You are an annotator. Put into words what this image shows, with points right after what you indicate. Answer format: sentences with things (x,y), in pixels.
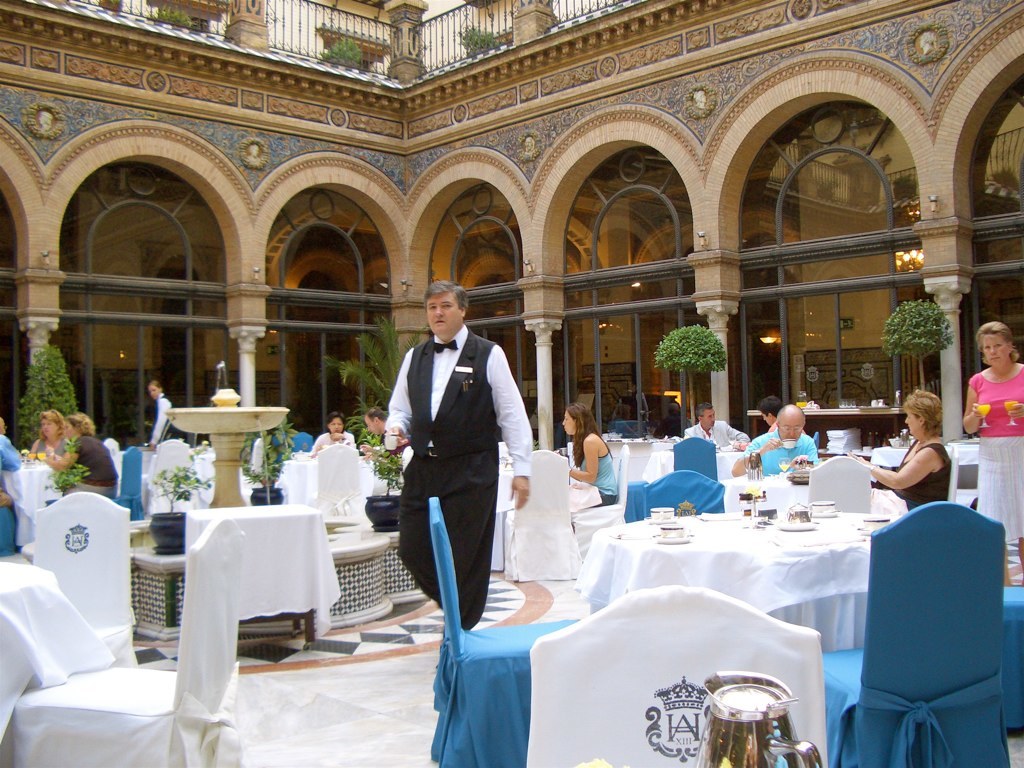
In this image i can see a man (463,392) walking on floor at right (1010,451) i can see a woman (979,446) standing at the back ground (709,419) i can see few people (776,416) sitting a small tree (683,333) and a wall (581,101).
